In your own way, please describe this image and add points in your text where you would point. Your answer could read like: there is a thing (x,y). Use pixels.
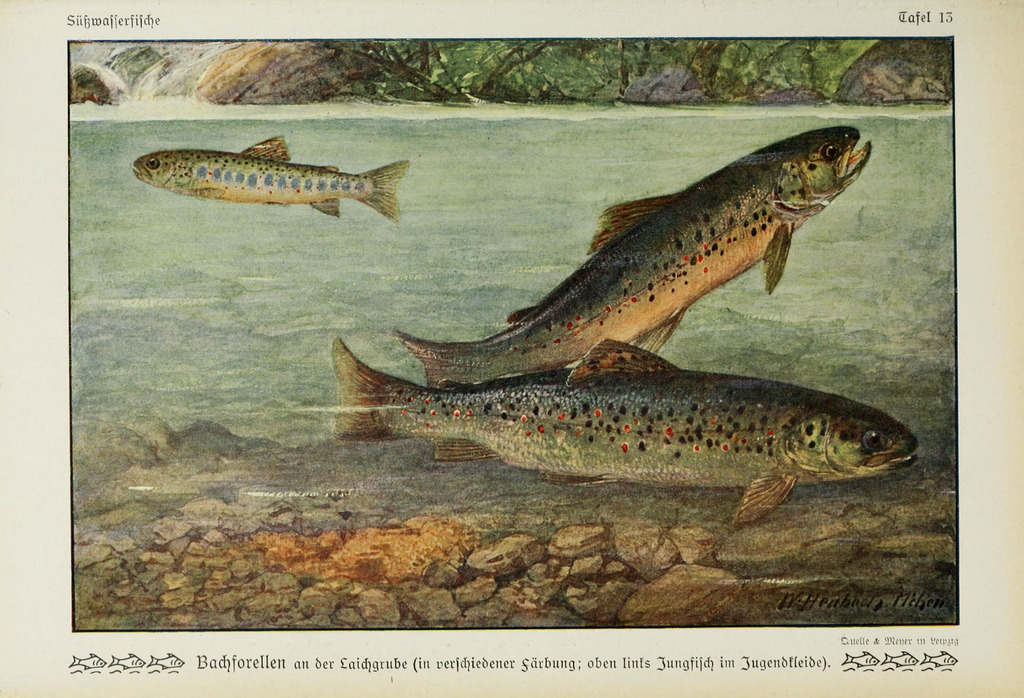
The picture is a painting. In the center of the picture (550,375) there is a pond (417,205), in the pond (443,294) there are fishes (467,345), water (377,467) and stones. At the top (235,94) there is a rock (676,73). At the bottom (310,660) there is text (777,662).
